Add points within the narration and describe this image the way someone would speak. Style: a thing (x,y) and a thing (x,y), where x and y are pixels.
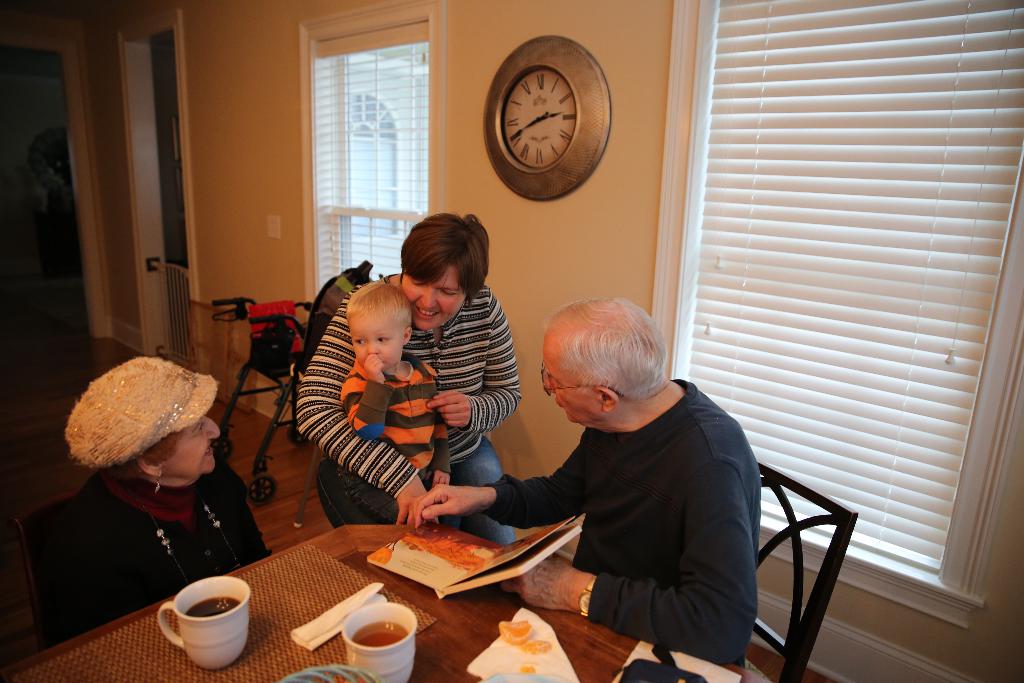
In the image there are three people (187,415) were sitting and talking with each other, and the middle lady (425,350) she is holding one kid (387,431). In front of them there is a table (469,653), on table (448,661) there were few objects (325,639) like mug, cup (368,645), tissue paper (340,625) and book (452,564). And back of them there is a walker (259,344), wall (244,197), window (387,198) and wall clock (527,154).
